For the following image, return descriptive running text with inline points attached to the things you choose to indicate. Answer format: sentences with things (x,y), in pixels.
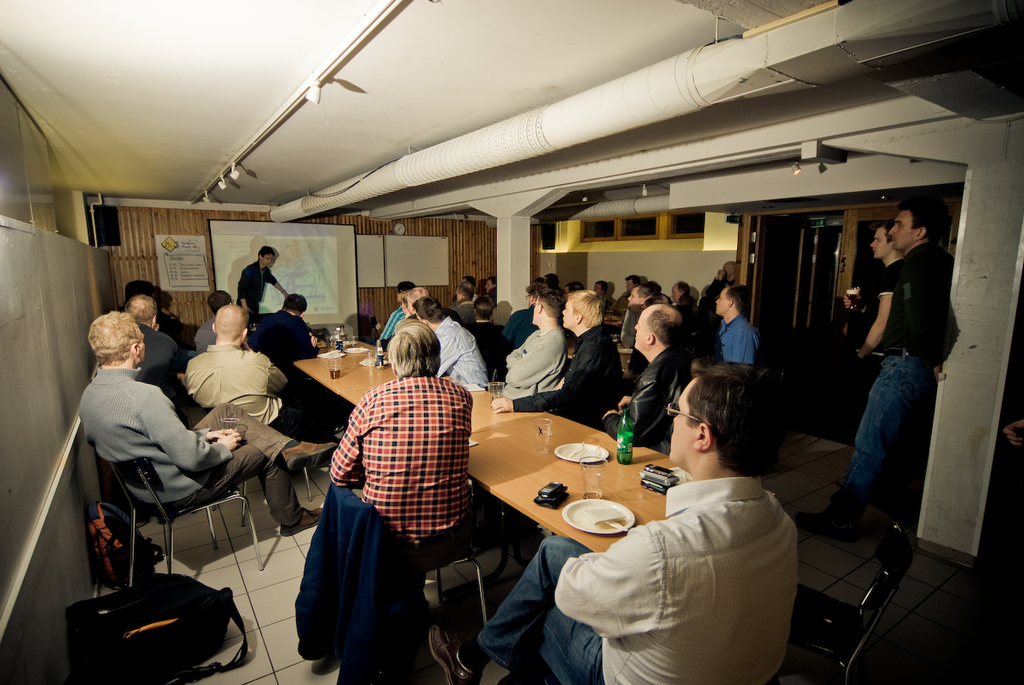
This picture is of inside. On the right (904,330) there are two persons (910,374) standing in which one of them is holding a glass (854,296) of drink (851,301) and there is a chair (846,639). In the center (423,381) we can see the group of people (413,370) sitting on the chairs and there are tables (533,434) on which plates (568,446), bottles (630,436), glasses (543,436) are placed. In the background (317,262) there is a man (255,289) standing, a projector screen (336,257), wall clock (394,228), a poster (195,266) and a wall (140,255) and on the left corner (163,609) there are two bags (178,593) placed on the ground (224,653).
